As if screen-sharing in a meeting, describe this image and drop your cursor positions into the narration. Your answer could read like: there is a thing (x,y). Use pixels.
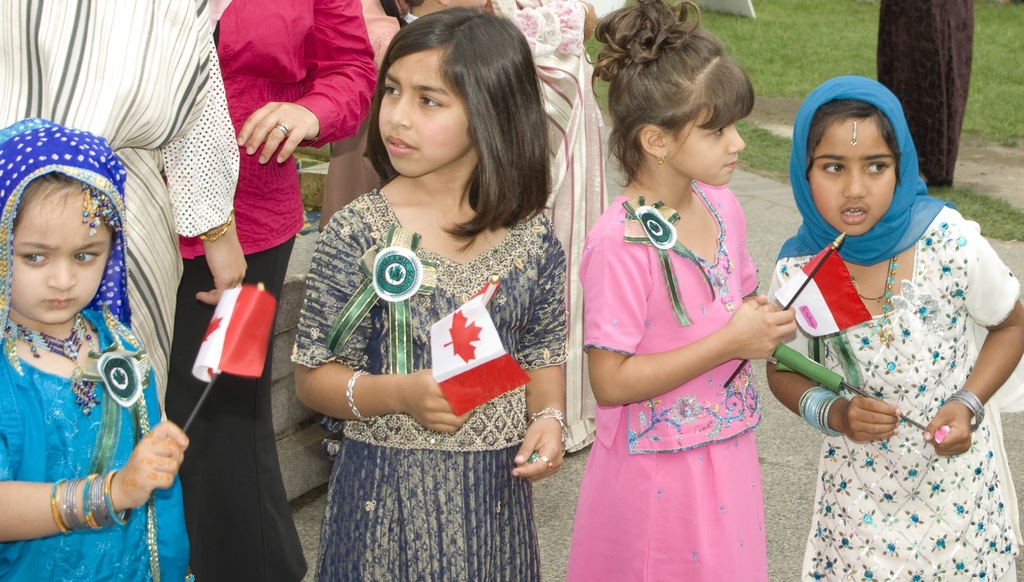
In this image, I can see four girls (536,242) and few people (237,40) standing. These girls (151,386) are holding the flags (475,371) in their hands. This is the grass (863,46).
